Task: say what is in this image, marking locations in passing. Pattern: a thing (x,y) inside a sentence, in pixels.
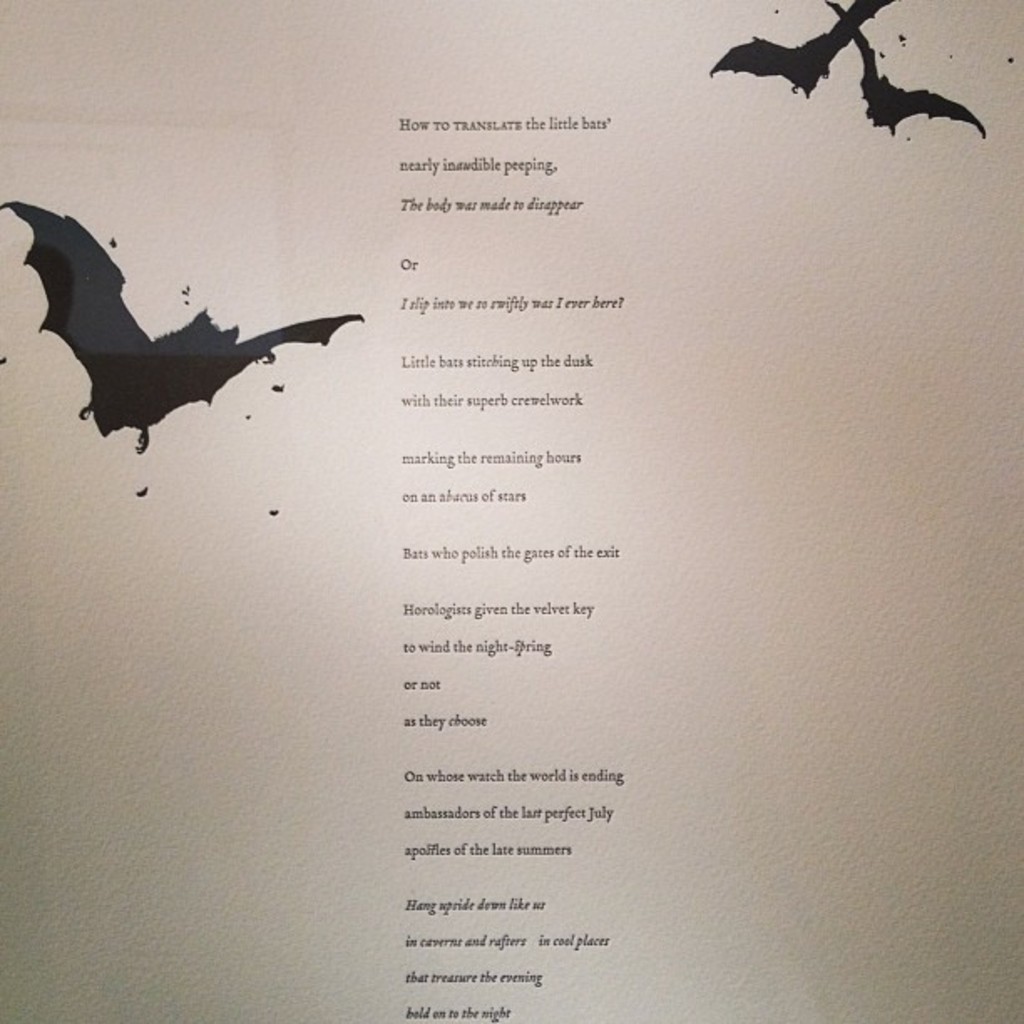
This image consists of a poster (567,376). In which there is a text (454,167) along with the bats (154,357).
